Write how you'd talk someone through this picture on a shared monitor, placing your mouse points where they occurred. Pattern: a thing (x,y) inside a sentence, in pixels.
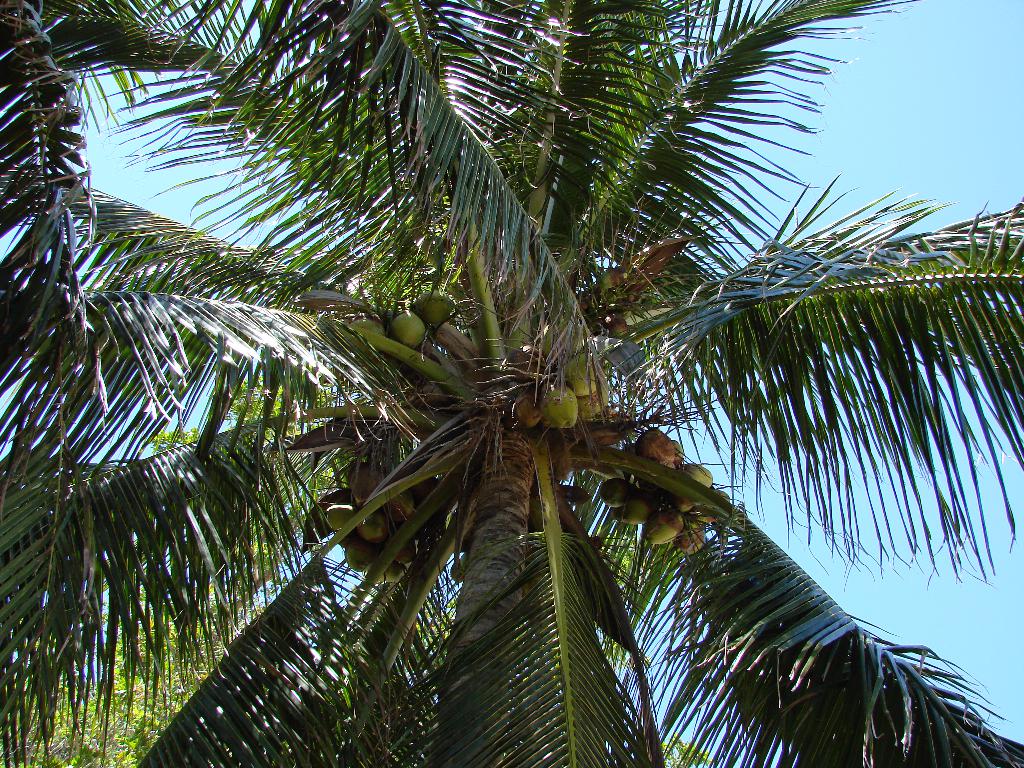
In the image we can see coconut trees (492,446) and on the tree (561,428) we can see many coconuts (565,402), and the sky (877,125).
